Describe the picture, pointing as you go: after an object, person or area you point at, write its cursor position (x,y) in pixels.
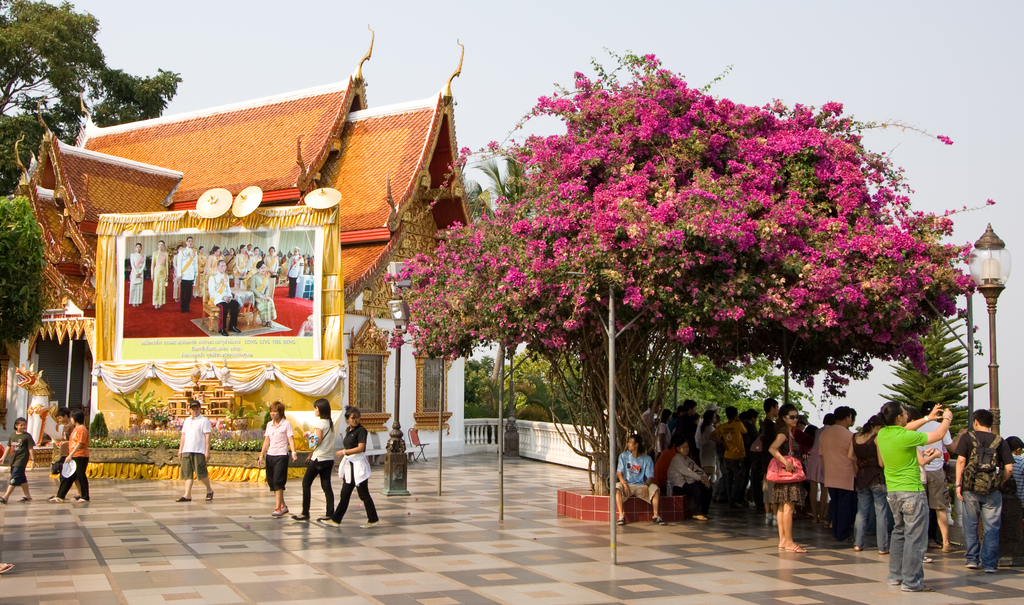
In this image few persons (23,425) are on the floor (393,551) having few street lights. Right side (696,189) there is a tree (554,351) having few flowers (732,234) and leaves (710,241). The tree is surrounded by a wall (682,504). On the wall (626,511) few people (677,468) are sitting. Behind the tree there is a fence (535,445). Right side (995,538) there is a person (984,501) standing and he is carrying a bag (991,462). Before him there is a street light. Left side (34,432) there is a statue (29,414). Behind there is a building (355,254). There is a banner (139,255) attached to the wall (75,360) having curtains (207,370) and few umbrellas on it. Before the wall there are few plants (225,446). Background there are few trees (762,408). Top of the image (837,52) there is sky (835,72).
